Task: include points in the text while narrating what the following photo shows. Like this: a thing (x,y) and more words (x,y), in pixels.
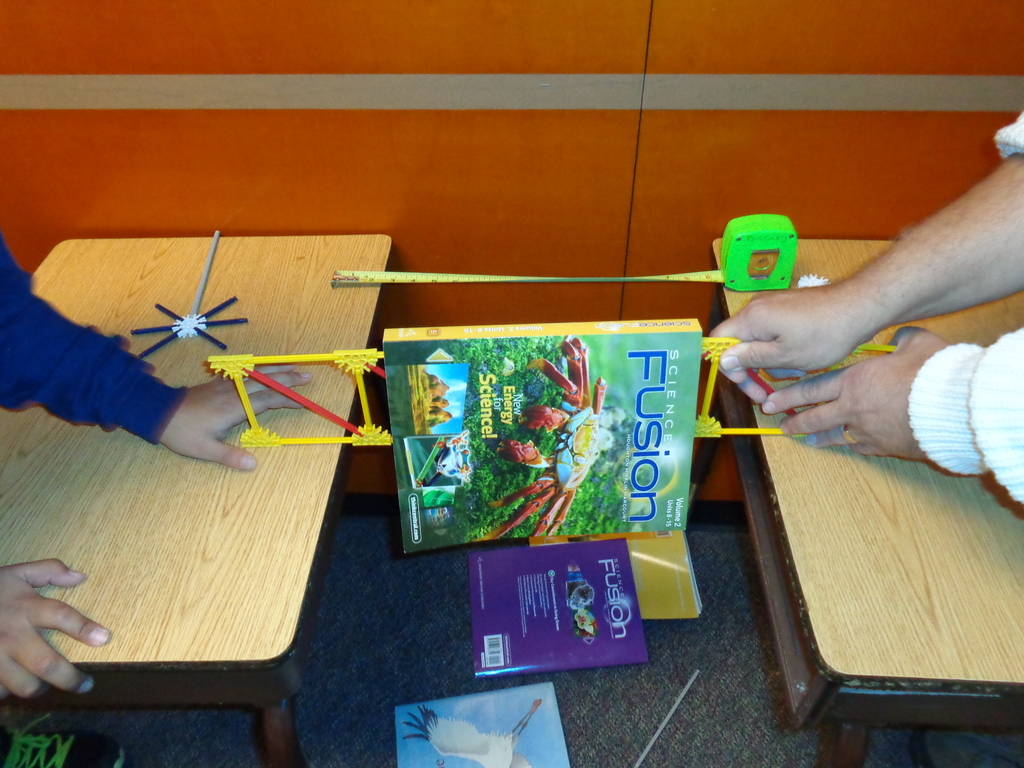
In the image we can see there are two people (7,327) who are balancing a book (565,423) and on the floor (368,706) there are books (467,700).
